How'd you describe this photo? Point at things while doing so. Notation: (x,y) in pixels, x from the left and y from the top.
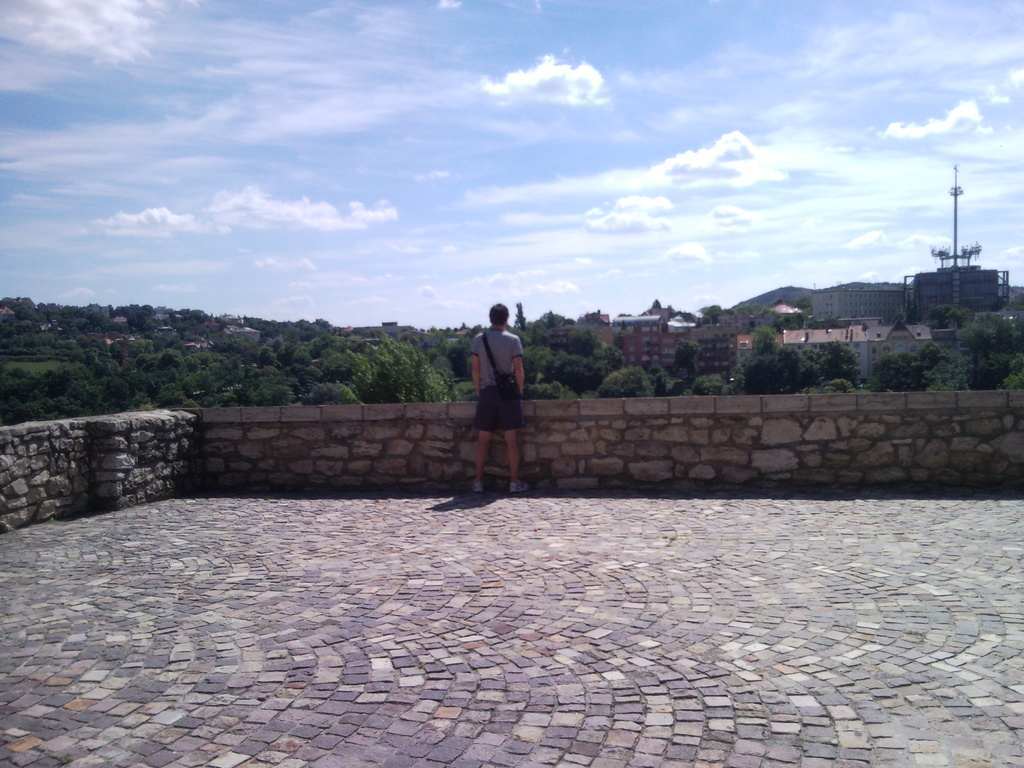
In this image we can see a person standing and we can also see boundary walls (614,458), trees (813,385), houses (996,290), electrical pole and sky (369,182).
